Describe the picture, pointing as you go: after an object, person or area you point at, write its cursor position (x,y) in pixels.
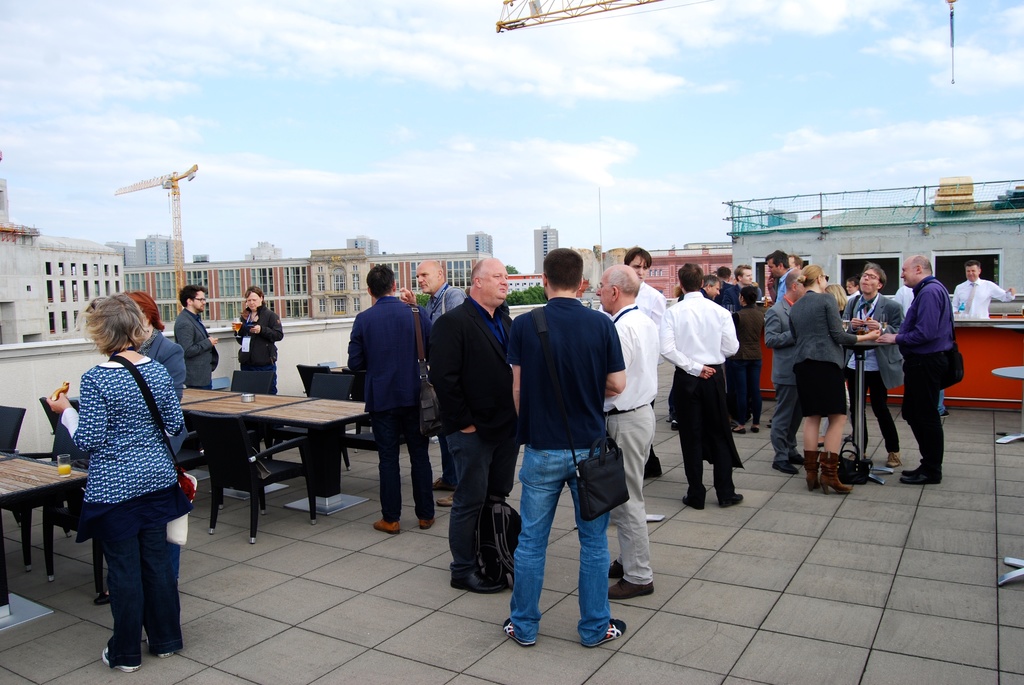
This image is clicked on the terrace (700,581). There are many people (117,497) in this image. To the left (165,509), the woman (126,532) standing is wearing blue dress (133,571). At the bottom (487,651), there is a floor (887,589). At the top (498,26), there is a crane (535,11). In the background (172,249), there are buildings (904,232). There are many tables (314,459) and chairs (312,494) in this image.
